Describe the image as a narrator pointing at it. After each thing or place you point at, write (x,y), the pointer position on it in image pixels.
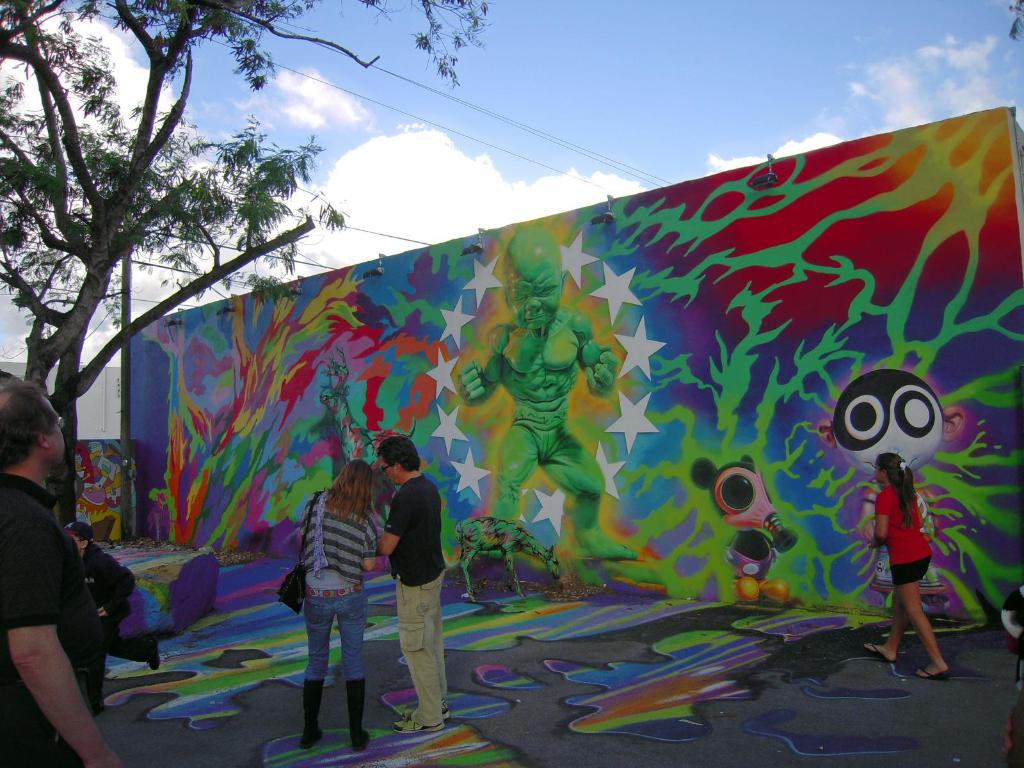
In the foreground of this image (390,558), there are persons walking and standing on the painted ground (678,736). Behind them, there is graffiti painting (556,345) on the wall (637,372) and we can also see few lights (475,250) to the wall (377,282) and a tree (131,239) on the left (111,197). In the background (487,111), there are cables (454,130), sky (608,69) and the cloud (404,186).
